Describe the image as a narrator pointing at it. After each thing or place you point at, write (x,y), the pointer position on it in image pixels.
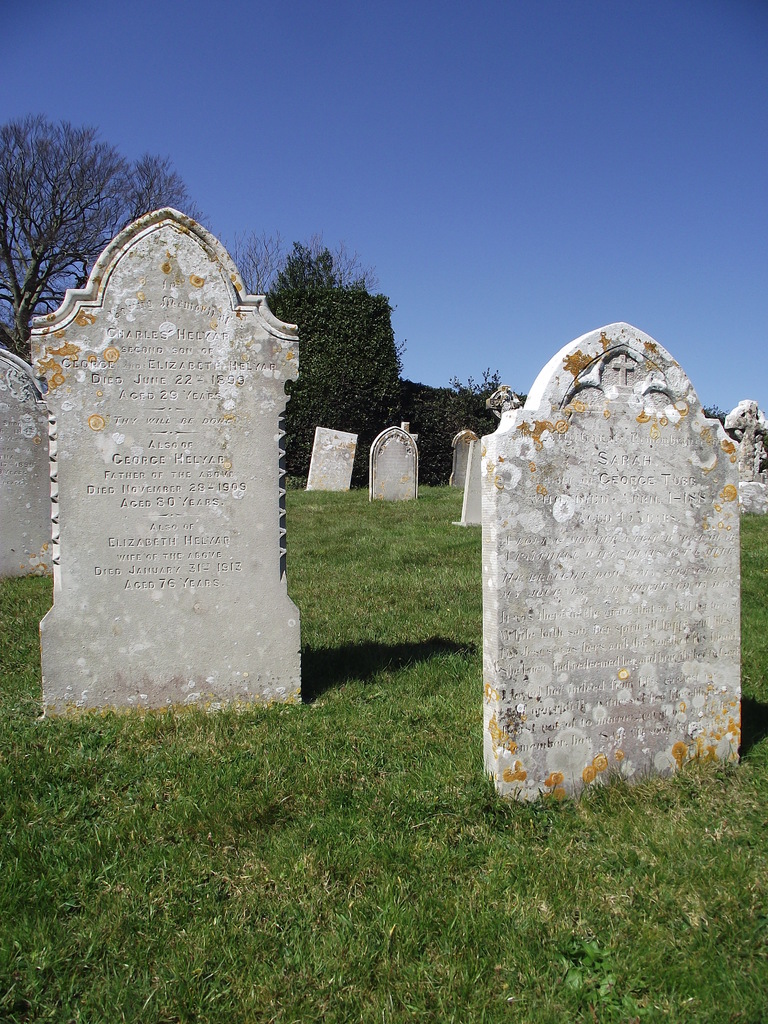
This is a graveyard (401,719) with many graves (137,625). On the ground (301,693) there is grass (339,898). In the background (322,351) there are trees (376,294) and sky (423,170).
